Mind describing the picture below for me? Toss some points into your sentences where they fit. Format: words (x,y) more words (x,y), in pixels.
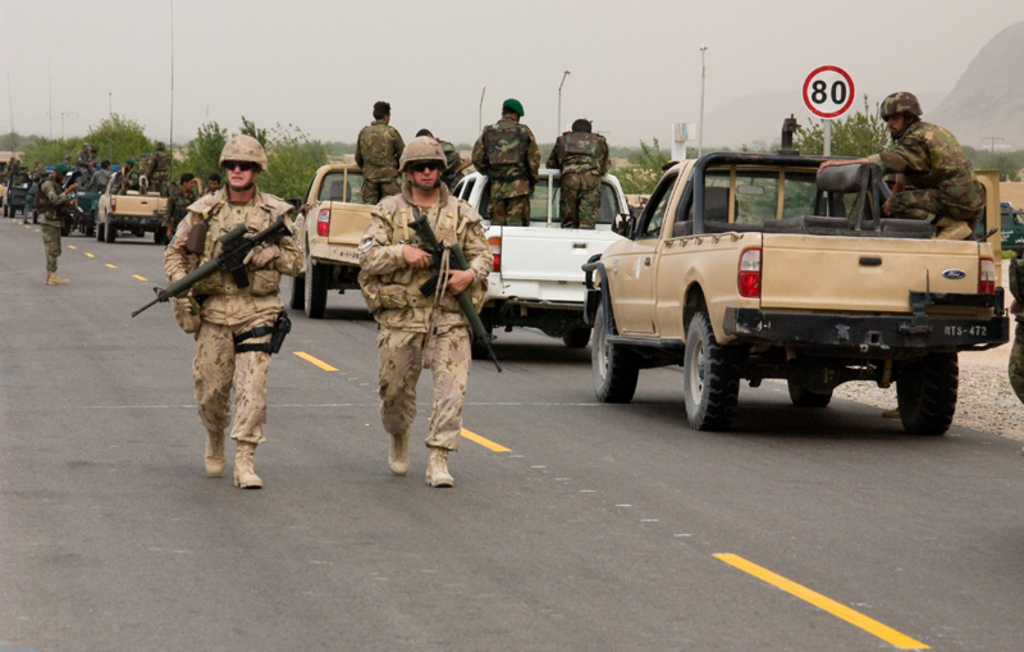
In the picture we can see a road (515,497) on it we can see two army people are walking with uniforms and helmets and holding guns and beside them we can see some cars (722,161) with trolley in it we can see some army people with uniforms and beside it we can see some plants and poles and speed limit board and in the background (629,140) we can see sky (463,138).
